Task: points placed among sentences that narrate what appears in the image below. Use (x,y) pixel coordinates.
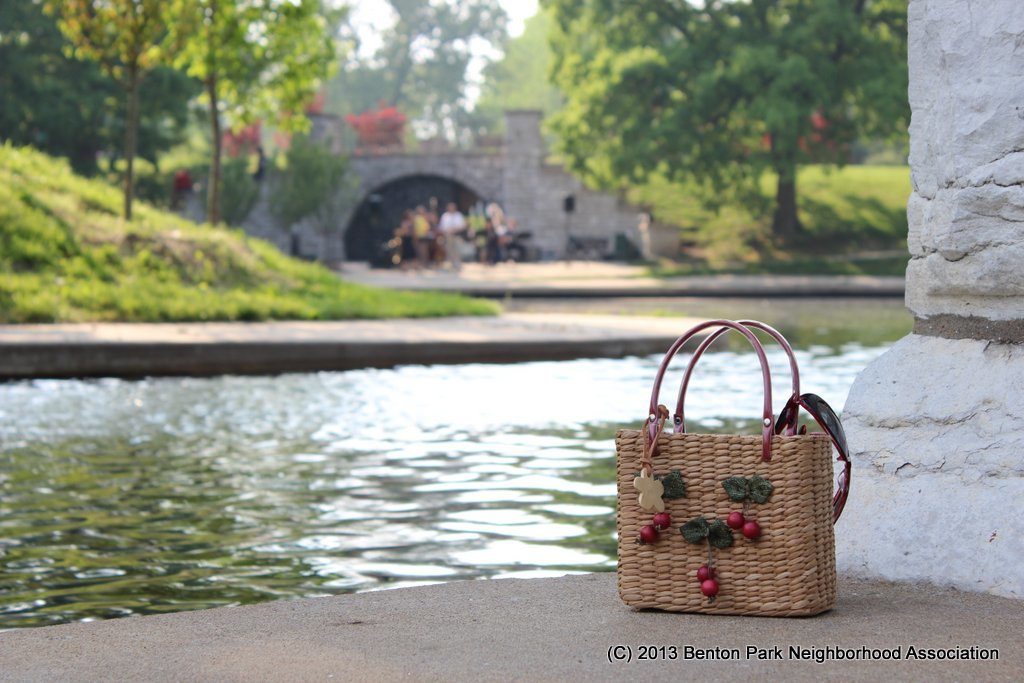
In this image we can see a basket (772,557) placed on the surface (611,607). We can also see a pillar (941,536), water (521,501), grass (258,244), a group of trees (214,149), a building (565,220), pole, a group of people (489,253) standing and the sky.
